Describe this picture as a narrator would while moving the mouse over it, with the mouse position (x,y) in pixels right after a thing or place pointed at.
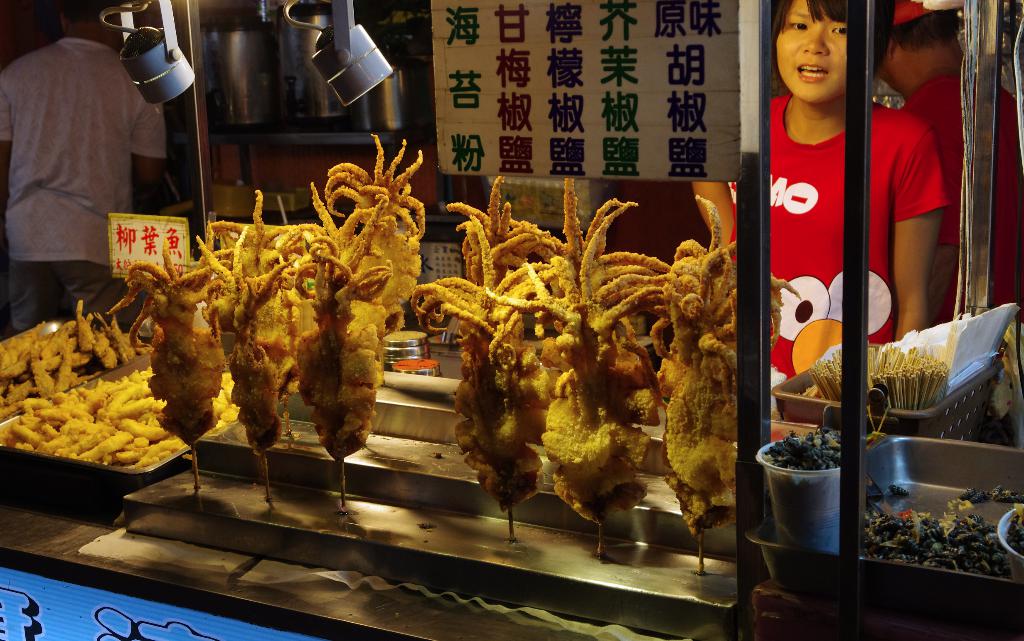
In the picture we can see a shop (851,573) with a girl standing in it and near to her we can see a desk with some food items (597,460) are placed with sticks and beside it also we can see a tray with some fried food items (117,423) and in one tray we can see chopsticks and tissues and beside the shop (203,49) we can see a man (49,110) standing and he is with white T-shirt (49,110).
